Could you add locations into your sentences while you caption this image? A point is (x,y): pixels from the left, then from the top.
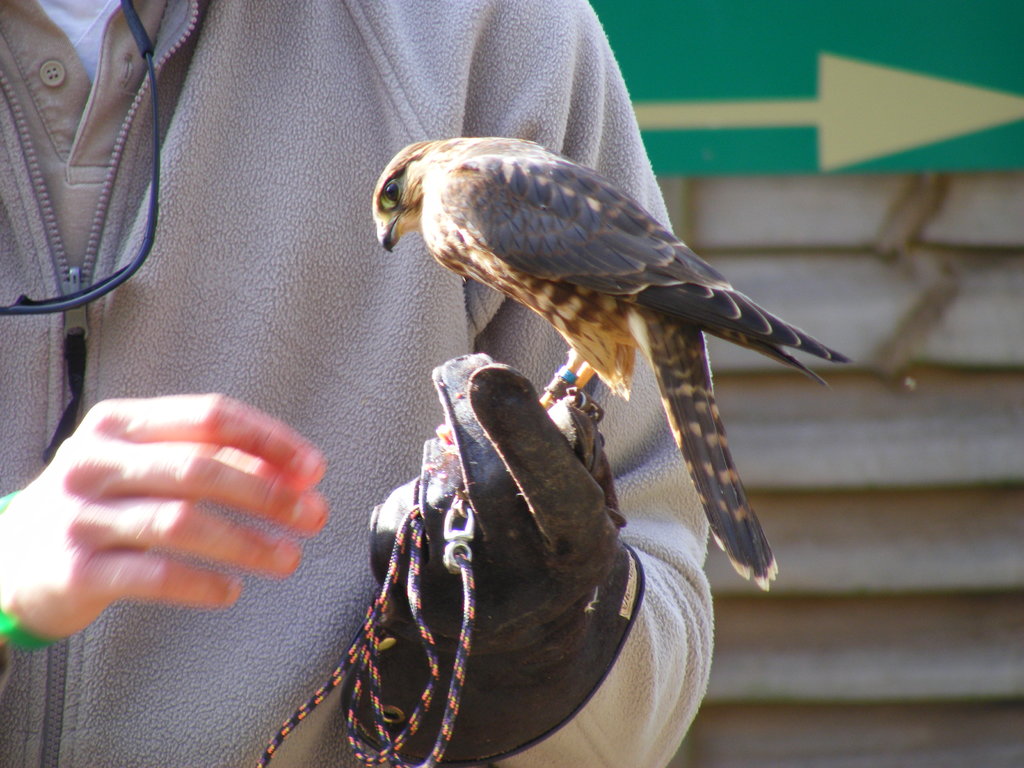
On the left side of this image (324,478) I can see a person (303,366) wearing jacket (240,285) and holding bird (554,255) in the hand (582,446) and also a thread (396,571). In the background (902,394), I can see the wooden wall (944,252) and green color board (837,68).
